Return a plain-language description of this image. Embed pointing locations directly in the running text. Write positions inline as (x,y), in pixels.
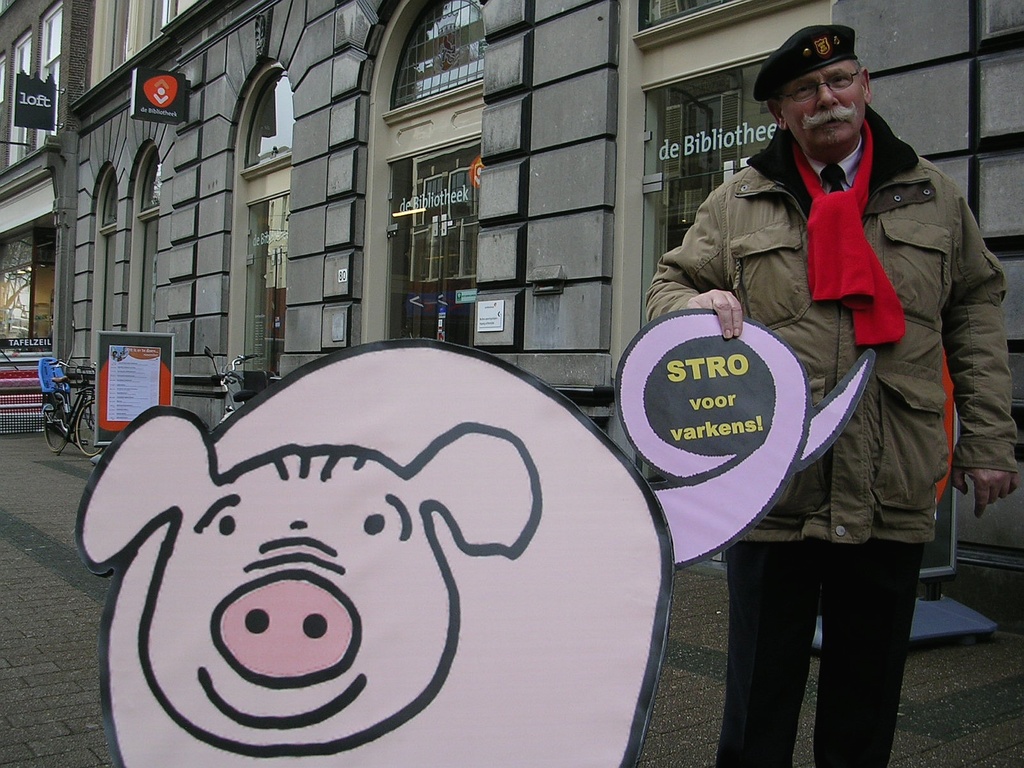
In this picture there is a man (851,79) who is wearing cap (836,42), spectacle (809,99), scarf (855,210), shirt (847,166), tie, jacket (866,462) and trouser (784,706). He is holding the posters (681,540), behind him there is a building (462,325). On the left (252,373) there are bicycles (70,394) which are parked near to the window (261,307) and advertisement board (121,401). Beside that I can see the rolls of cloth (7,418). In the center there is a door (400,208).
